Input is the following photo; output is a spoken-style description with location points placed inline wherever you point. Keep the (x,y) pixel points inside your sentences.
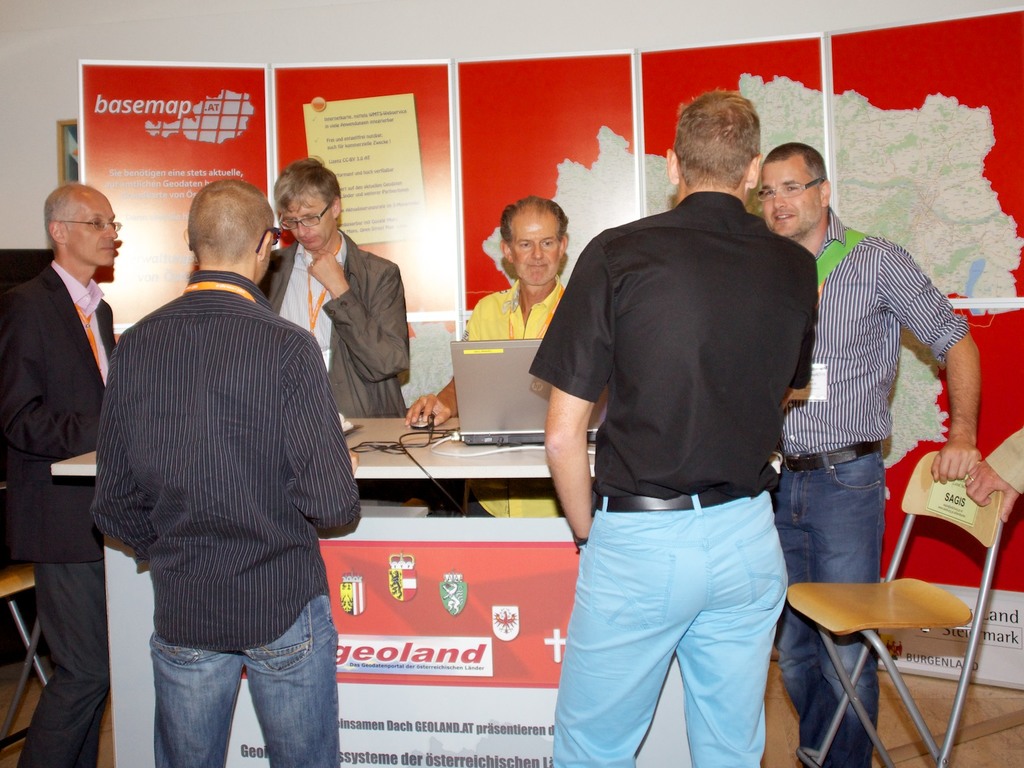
It looks like an expo there is a white color table (533,458) and laptop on the table (527,458) there are three people (241,327) standing in front of the table (545,529), below the table (401,529) there is a banner (512,581) in the background (933,84) there is a big poster (438,101) with a name (115,100) "base map: on it, beside that there is a map (953,282) also, behind that there is a white color wall (53,89).
